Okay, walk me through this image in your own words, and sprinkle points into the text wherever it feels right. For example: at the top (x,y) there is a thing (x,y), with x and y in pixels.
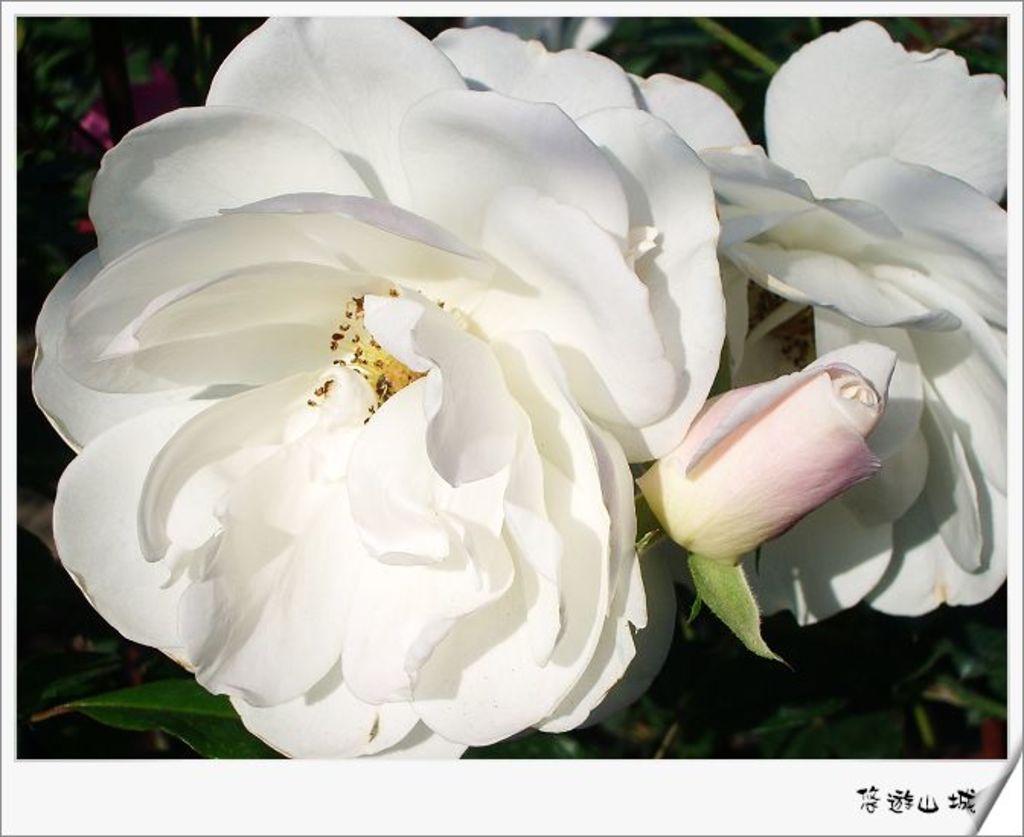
In the picture I can see white color flowers (604,419). I can also see something written on the image.
